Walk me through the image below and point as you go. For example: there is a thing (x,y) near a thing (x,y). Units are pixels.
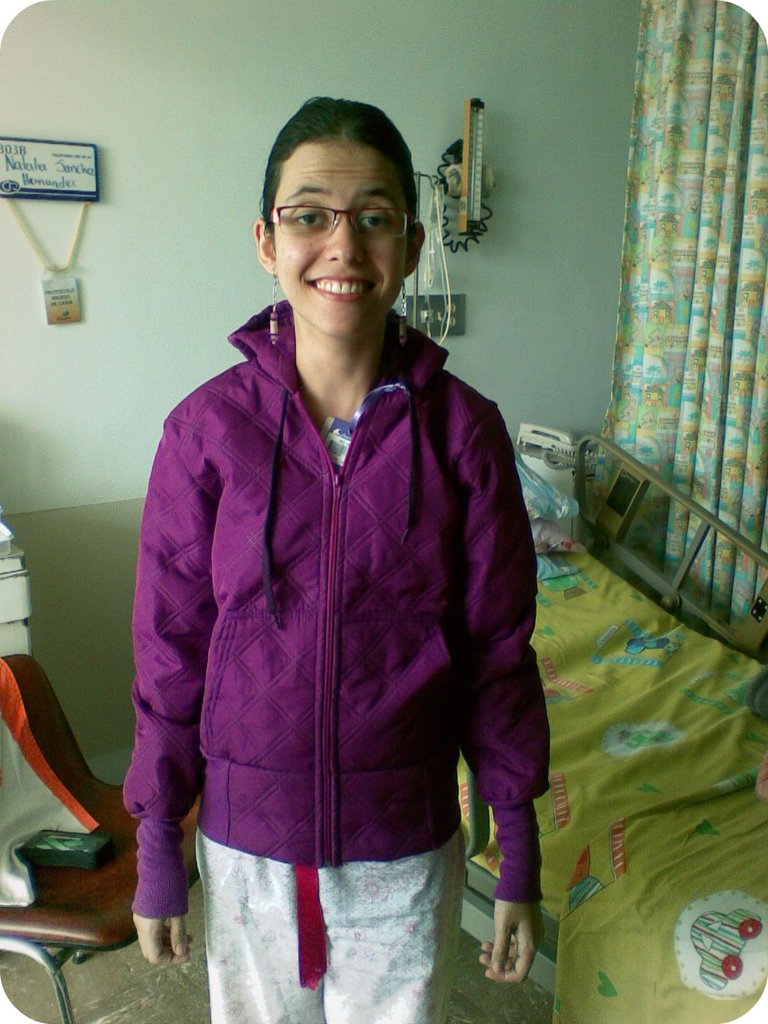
In the middle (487,681) a girl (481,683) is standing, she wore purple color sweater (487,681) and also smiling. On the right side (620,660) there is a bed (644,757), on the left side (79,782) there is a chair (87,802) behind her there is the wall (194,246).
